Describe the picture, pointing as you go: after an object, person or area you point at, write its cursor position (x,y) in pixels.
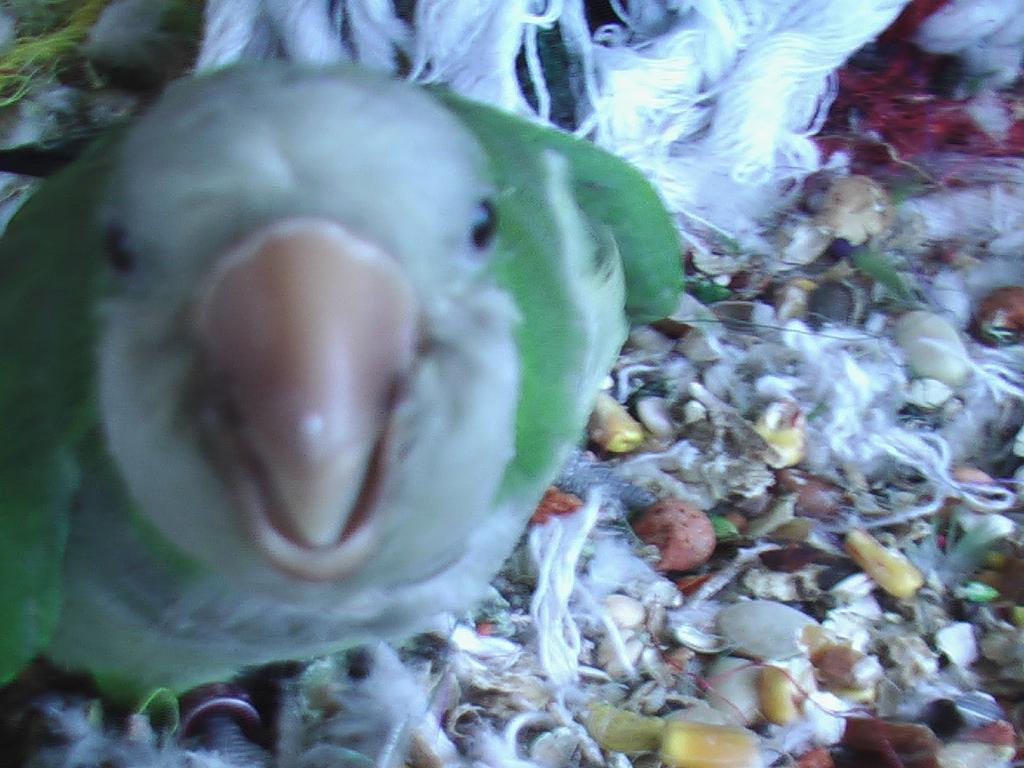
In this picture we can see a bird (395,400) and some objects (675,337).
